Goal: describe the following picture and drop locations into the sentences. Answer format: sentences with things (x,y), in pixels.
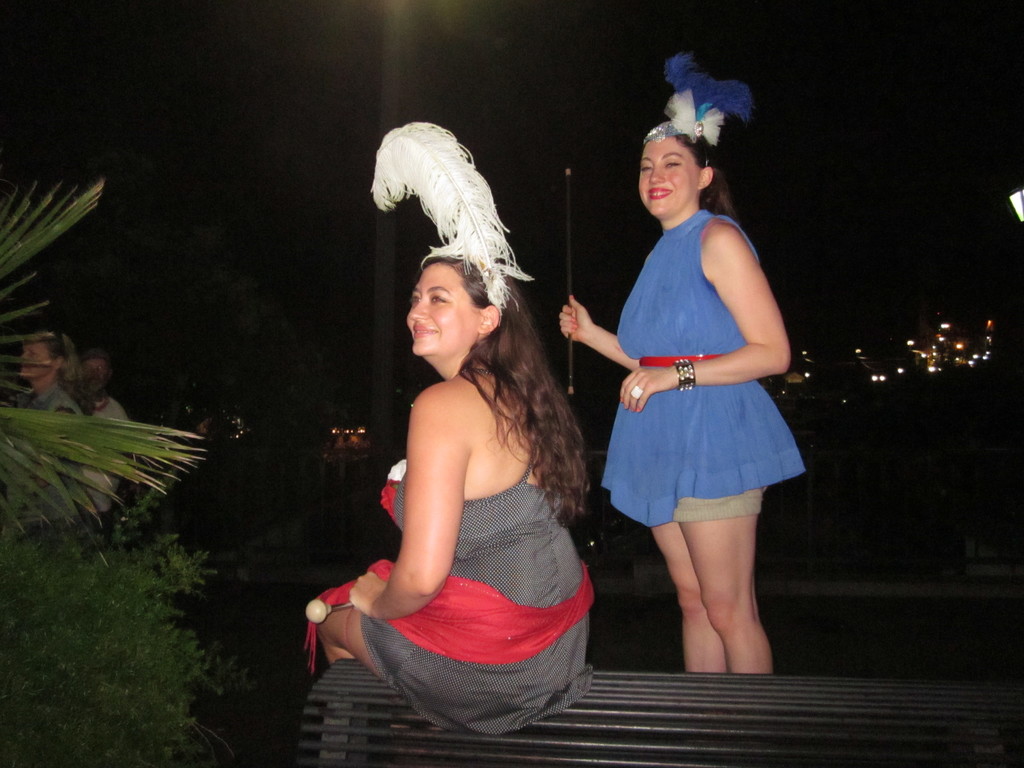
In this image there are two women (671,352) who are wearing some hats (702,127) one woman (709,400) is standing, and she is holding a stick (568,238) and one woman (460,532) is sitting. And at the bottom (778,703) there are some rods (911,718), and on the left side (91,457) there are some plants (86,423) and some people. And in the background (991,322) there are trees (266,435), houses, buildings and lights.
